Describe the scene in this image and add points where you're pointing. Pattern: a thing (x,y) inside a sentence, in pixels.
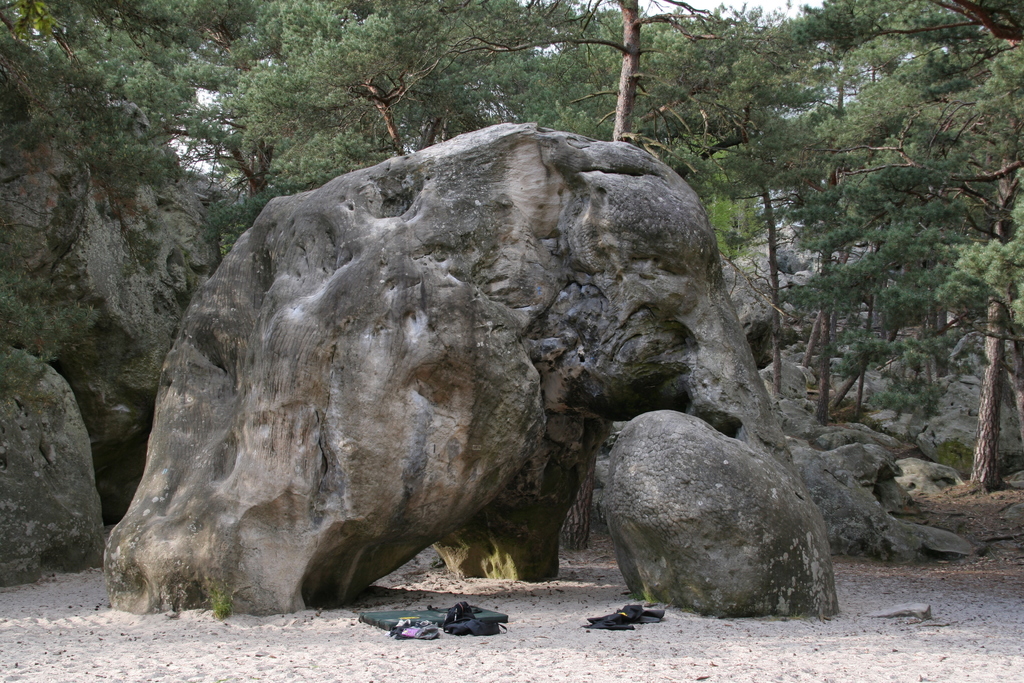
In this picture we can observe large stones (315,457). There is sand (378,670) in this picture. In the background (124,51) there are trees (715,143).
